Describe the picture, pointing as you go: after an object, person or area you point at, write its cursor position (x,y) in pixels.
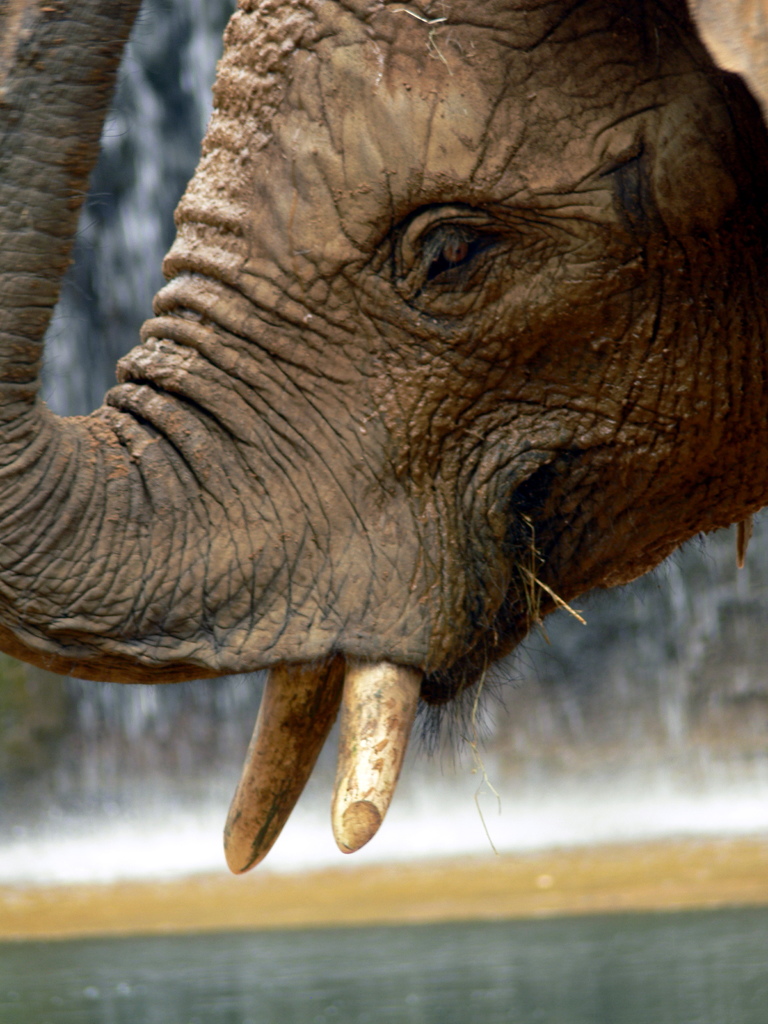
In this picture, we see the elephant (374,372). we can only see the eye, trunk (89,469) and tusks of the elephant (192,660). In the background (193,778), we see the waterfalls (399,802). At the bottom (401,979), we see the water (592,958).
